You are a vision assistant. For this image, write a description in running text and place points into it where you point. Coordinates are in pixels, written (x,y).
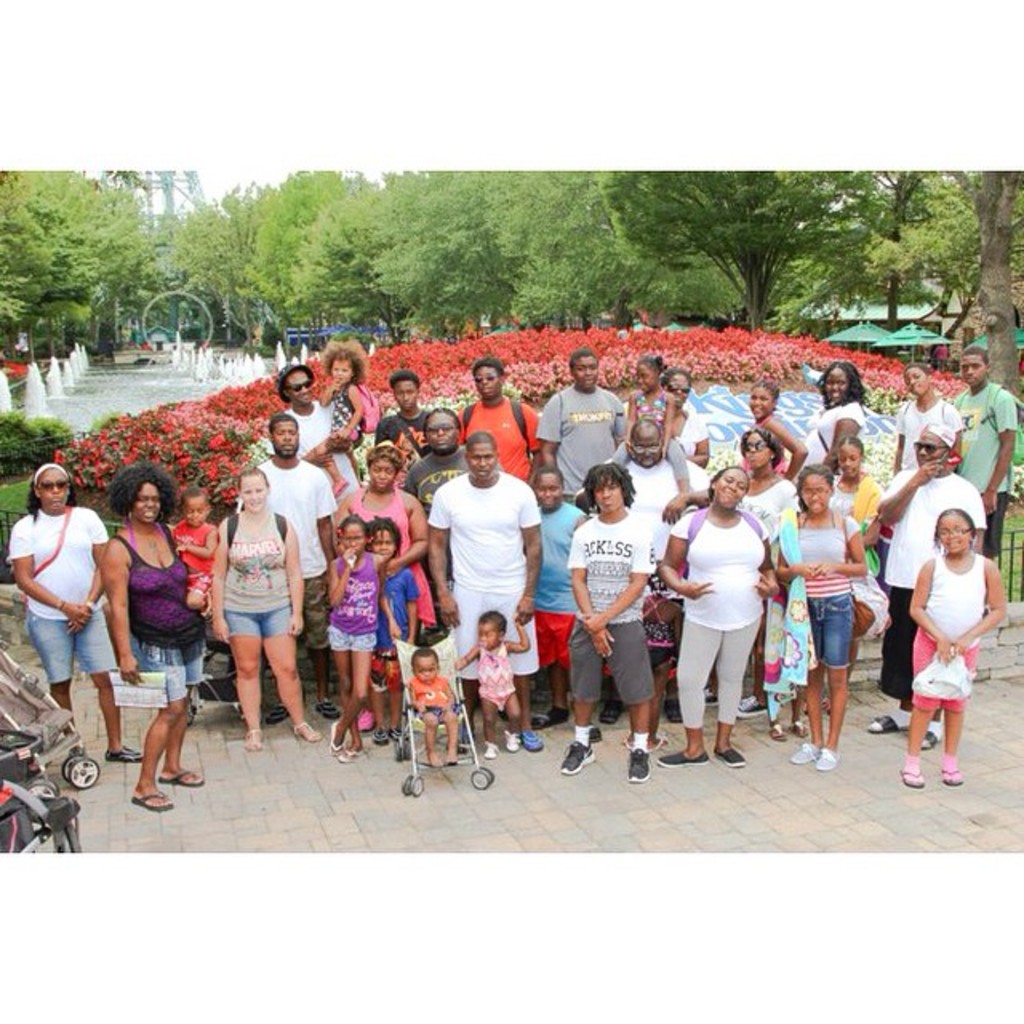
In this image in the center (496,500) there are some people (672,558) who are standing and some of them holding some babies (193,523), and in the background (807,287) there is a fountain (64,383), trees (246,220) and a tower (174,178). At the bottom (863,762) there is a walkway (580,780) and in the center (556,345) there are some plants (421,383), and some flowers (421,383) and some umbrellas (917,332).
